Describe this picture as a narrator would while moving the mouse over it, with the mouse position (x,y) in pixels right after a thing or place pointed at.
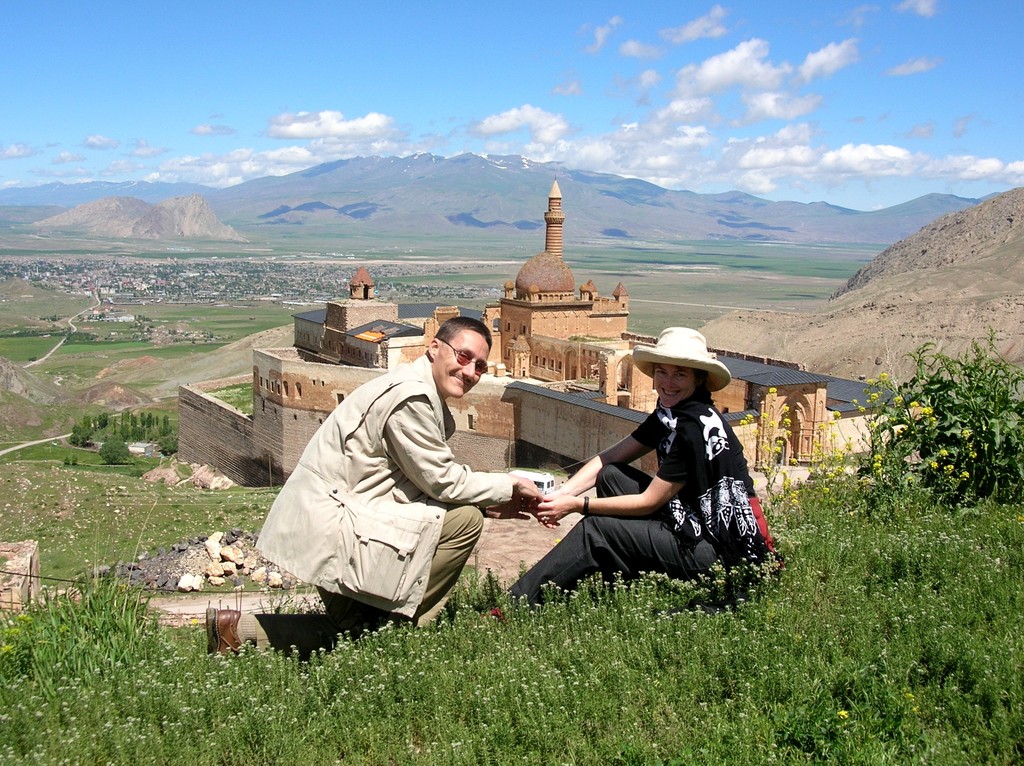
In this image we can see there is a person (372,552) sat on his knees (372,622) and holding the hands (551,505) of the girl (614,545) sitting on the surface (629,621) of the grass (864,512). At the center of the image (562,354) there is a building (556,387). In the background (435,194) there are mountains (590,199) and sky (444,71).
